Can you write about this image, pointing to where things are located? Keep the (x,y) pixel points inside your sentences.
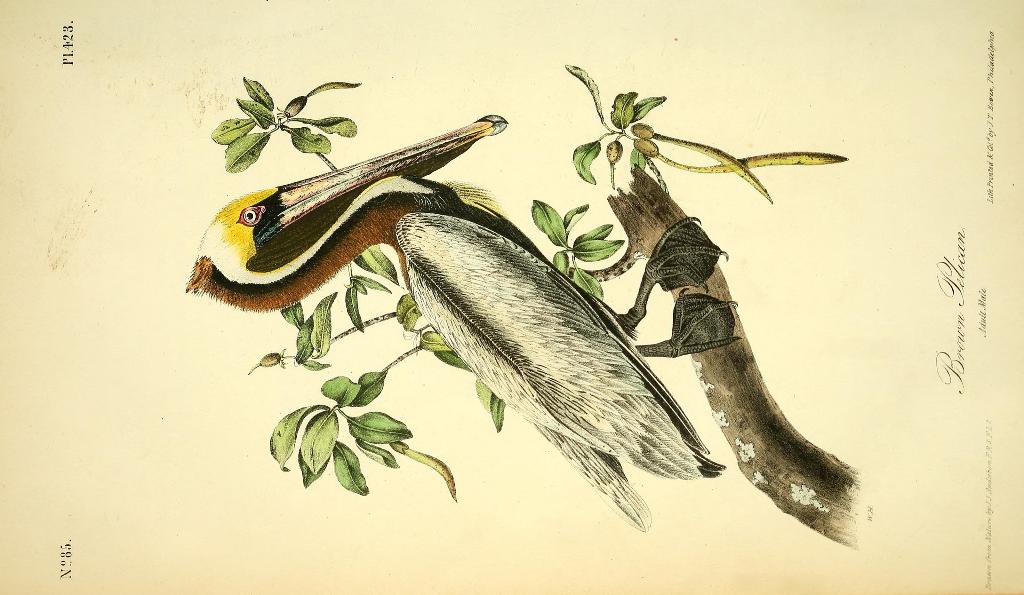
In this picture we can see a paper (787,120), there is a sketch (625,323) of a bird (495,335), leaves (350,389) and a branch (733,403) of tree (754,405) on the paper (943,255), we can see some text (957,290) on the right side (963,252).
